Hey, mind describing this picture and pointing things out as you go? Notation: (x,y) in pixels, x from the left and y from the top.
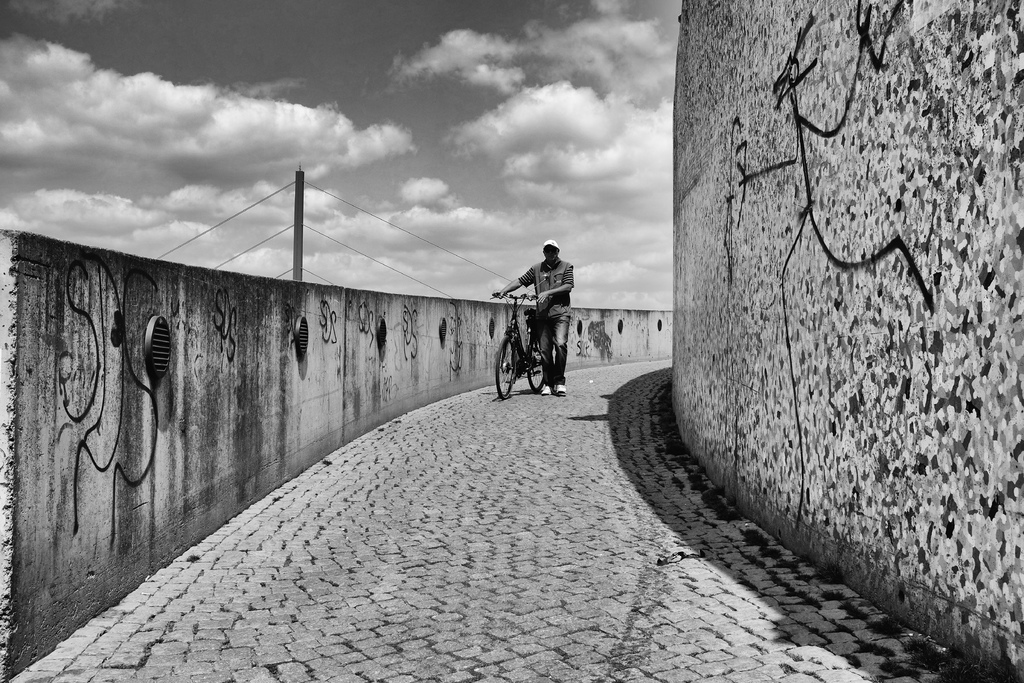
In this picture we can see a person (561,372) holding bicycle (524,362) and walking on the path (507,479), side we can see walls (819,345) and clouded sky (41,216).
